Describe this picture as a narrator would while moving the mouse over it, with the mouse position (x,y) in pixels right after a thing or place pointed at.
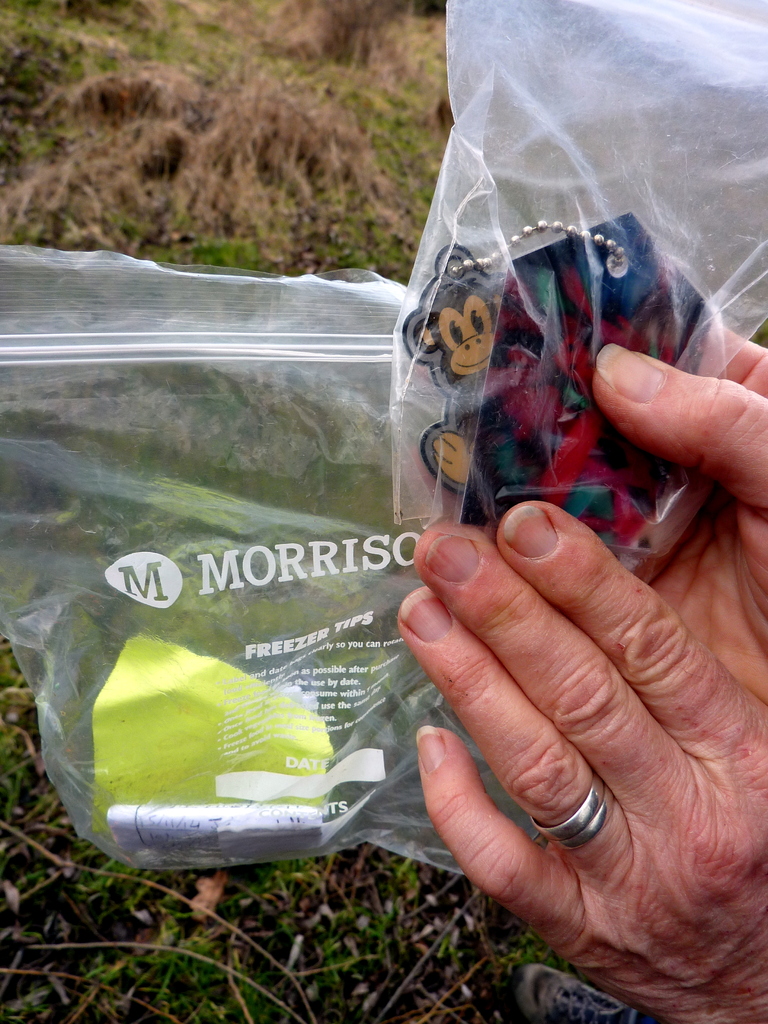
In this image I can see a human hand (696,841) holding a cover (555,454). Background (109,73) I can see few dried grass (145,117) and few grass (416,114) is in green color.
